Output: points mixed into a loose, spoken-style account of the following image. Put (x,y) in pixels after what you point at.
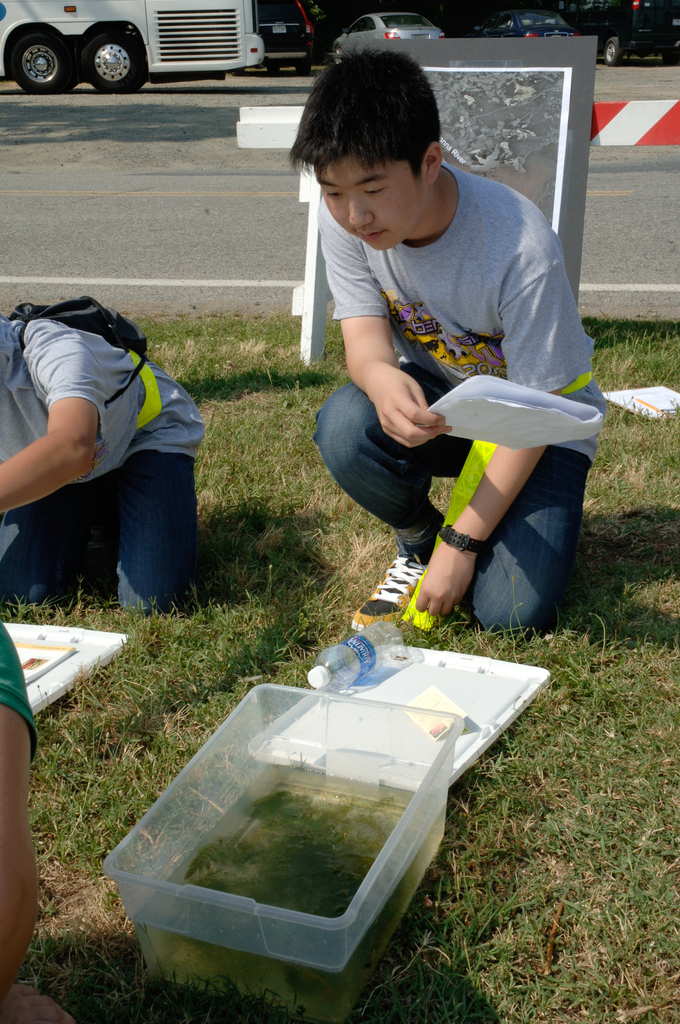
In this picture we can see two persons (385,315) in the front (356,367), a person (436,361) on the right side (464,385) is holding papers (460,407), at the bottom (557,798) there is grass (568,854), we can see a plastic box (429,782) and a water bottle (377,669) here, in the background (550,25) there are some vehicles (426,25).
